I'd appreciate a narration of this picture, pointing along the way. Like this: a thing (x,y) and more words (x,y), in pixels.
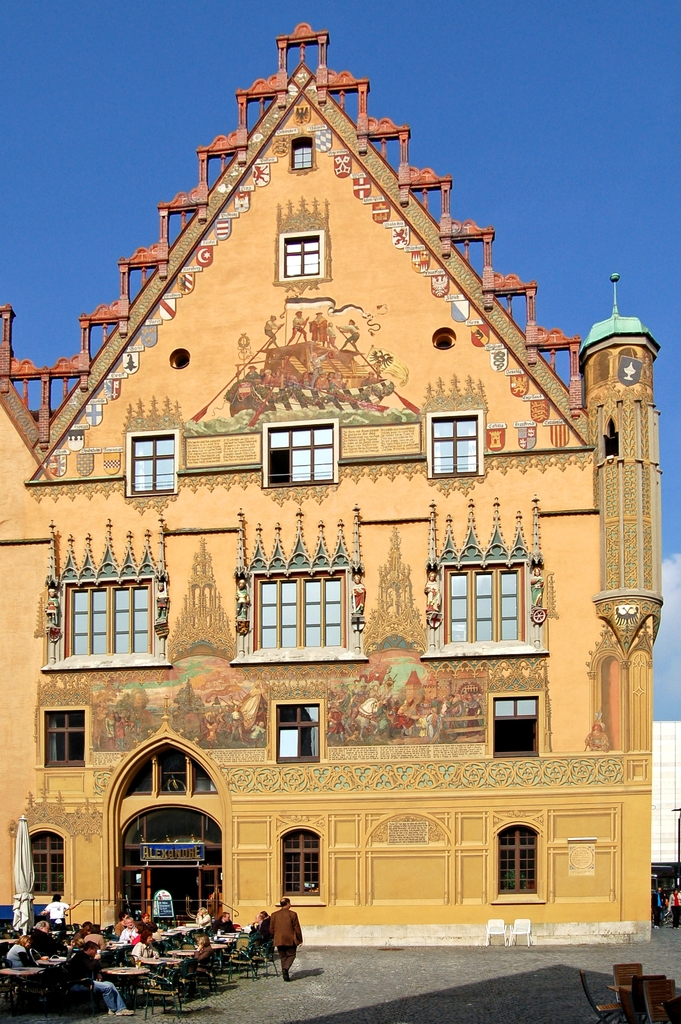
In this image I can see a building (191,667) and in the front of it I can see number of people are sitting on chairs (186,977). I can also see few tables (113,944) and a white colour cloth (16,872) near them. On the bottom right corner of this image (666,987) I can see few more chairs (628,969) and in the background (572,53) I can see cloud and the sky (253,111). On the right side of this image (666,748) I can see a white colour thing (666,806) and few more people (655,905).
